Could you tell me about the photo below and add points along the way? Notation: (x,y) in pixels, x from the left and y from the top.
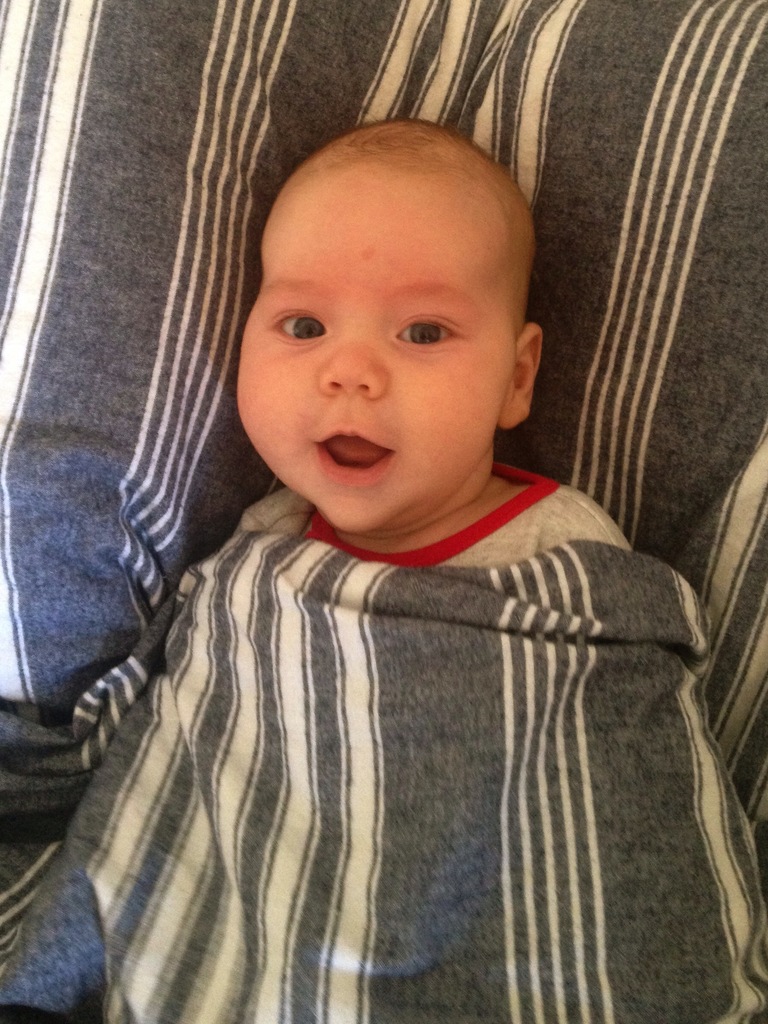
This image is taken indoors. In the middle of the image (391,394) a kid (460,259) is lying on the bed (534,164) and there is a blanket (371,814) on him.
